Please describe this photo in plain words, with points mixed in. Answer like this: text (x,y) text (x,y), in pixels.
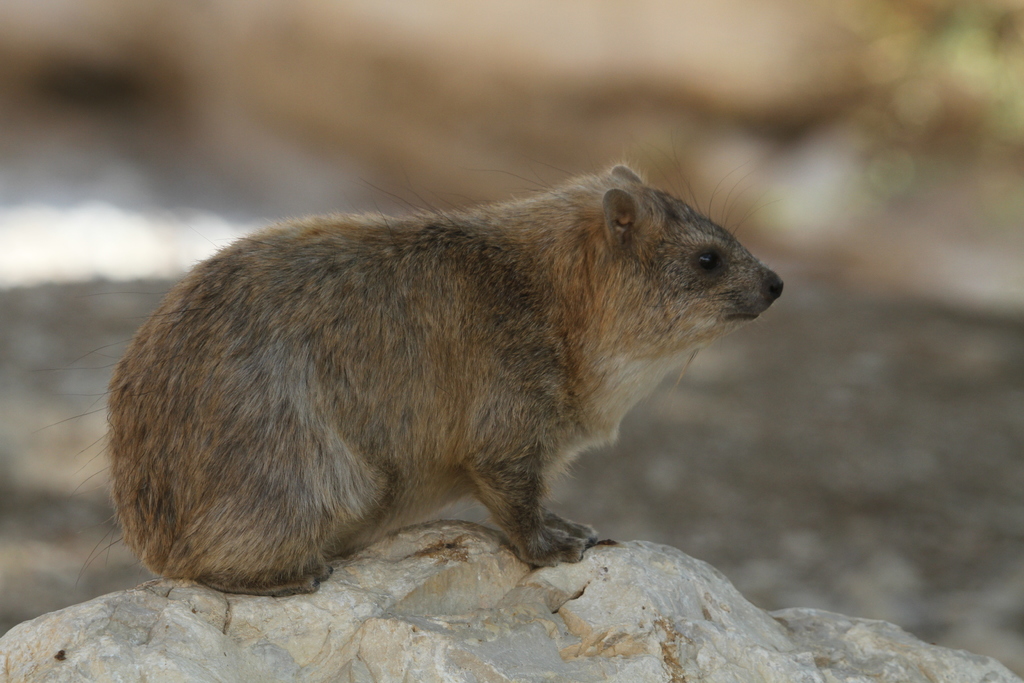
In the center of the picture (355,342) there is a rock hyrax (417,395) on a stone (458,621). The background (495,87) is blurred.
